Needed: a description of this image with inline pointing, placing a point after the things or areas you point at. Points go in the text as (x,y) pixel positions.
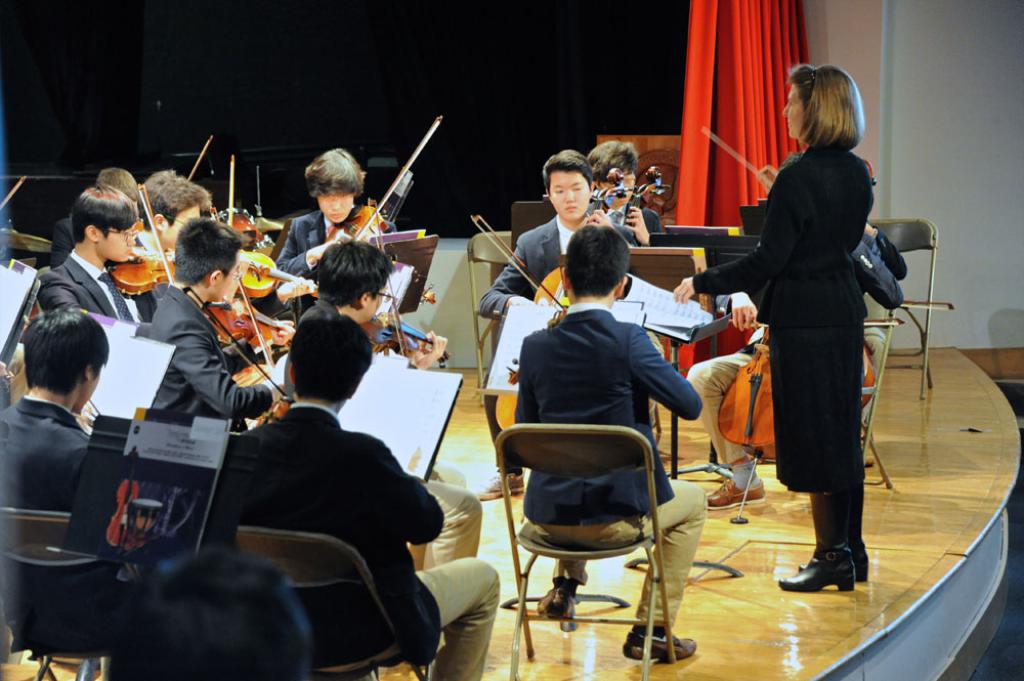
in this image the many people (293,457) they are sitting on the chair (311,560) and playing some instruments (264,283) and some people (521,487) they are reading the music (391,303) and one woman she is guiding the people (696,540) and back ground (323,99) is black.
